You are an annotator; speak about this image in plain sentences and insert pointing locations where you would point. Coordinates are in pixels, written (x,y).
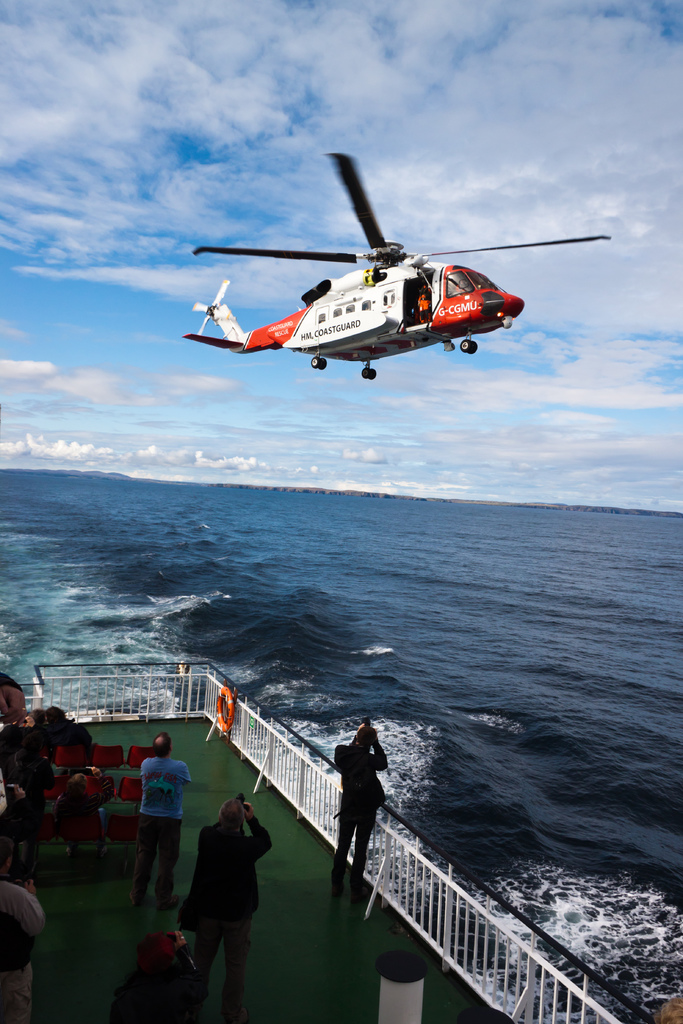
In this image I can see a white and red colour helicopter (415,337) in the air. In the front (243,830) I can see few red colour chairs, railing (245,740), an orange colour tube (228,690) and I can also see few people (370,726) are standing in the front (19,994). In the background (311,561) I can see water (367,528), clouds (507,110) and the sky (349,217).
